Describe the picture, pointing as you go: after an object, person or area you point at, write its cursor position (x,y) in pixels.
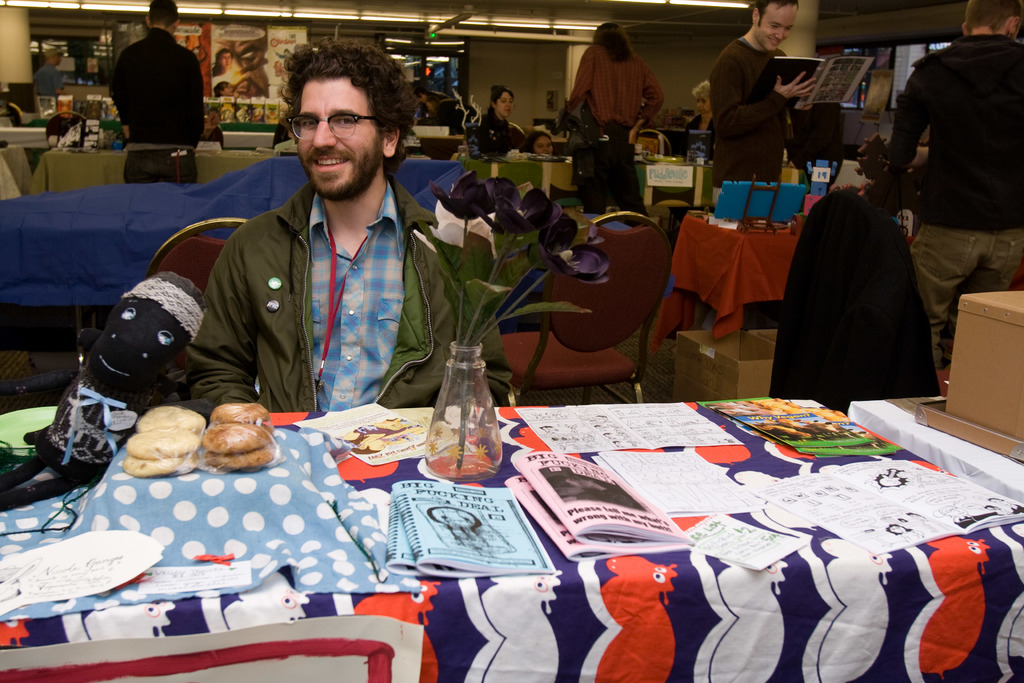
In this image there are group of people (598,112) some are standing and few are sitting on chair (201,266). This person (383,263) is having smile on his face (346,160) and in front of him there is a table (393,473) on the table (372,465) there are books (476,535), paper (705,473), flower vase (460,451), and a food (221,438) behind him there is a person (155,93) standing to the right (746,107) we can see the man (747,93) holding a book (808,77) and having a smile on his face (763,38) by seeing a book (773,69). In the background (282,53) we can see some posters (262,58) on wall (525,63).
